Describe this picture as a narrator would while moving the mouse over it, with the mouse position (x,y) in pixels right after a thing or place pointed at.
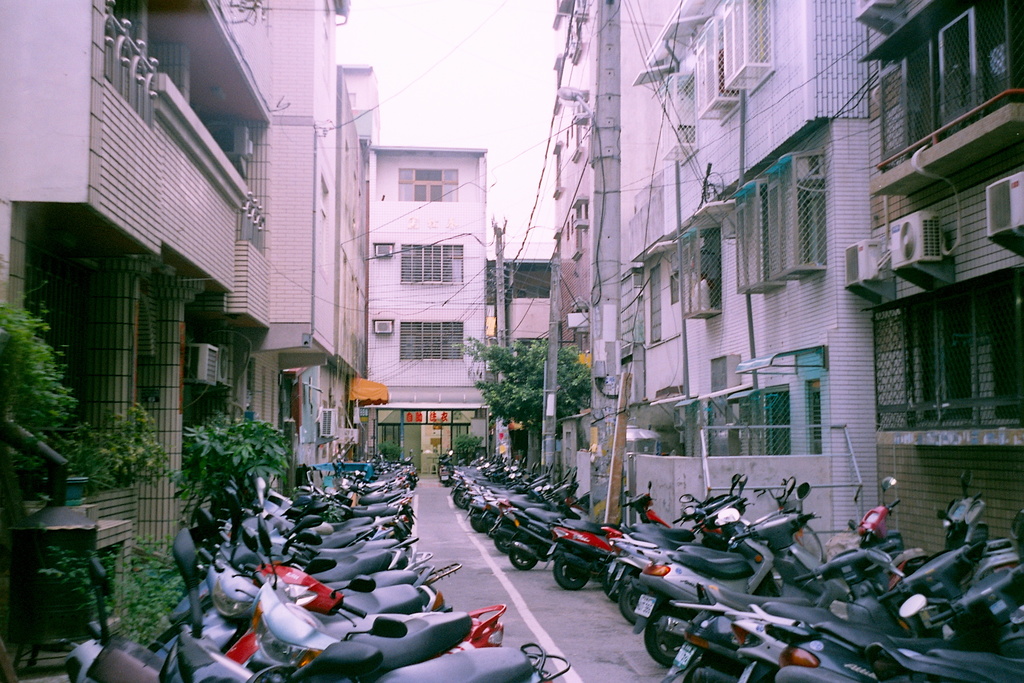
In this image there are many bikes (359,491) parked on the road (439,509). On the left (207,391) and right side of the image (707,365) there are buildings (944,457) and trees (238,429), there are few utility poles (618,337). In the background (504,158) there are buildings (456,158) and the sky (441,122).
